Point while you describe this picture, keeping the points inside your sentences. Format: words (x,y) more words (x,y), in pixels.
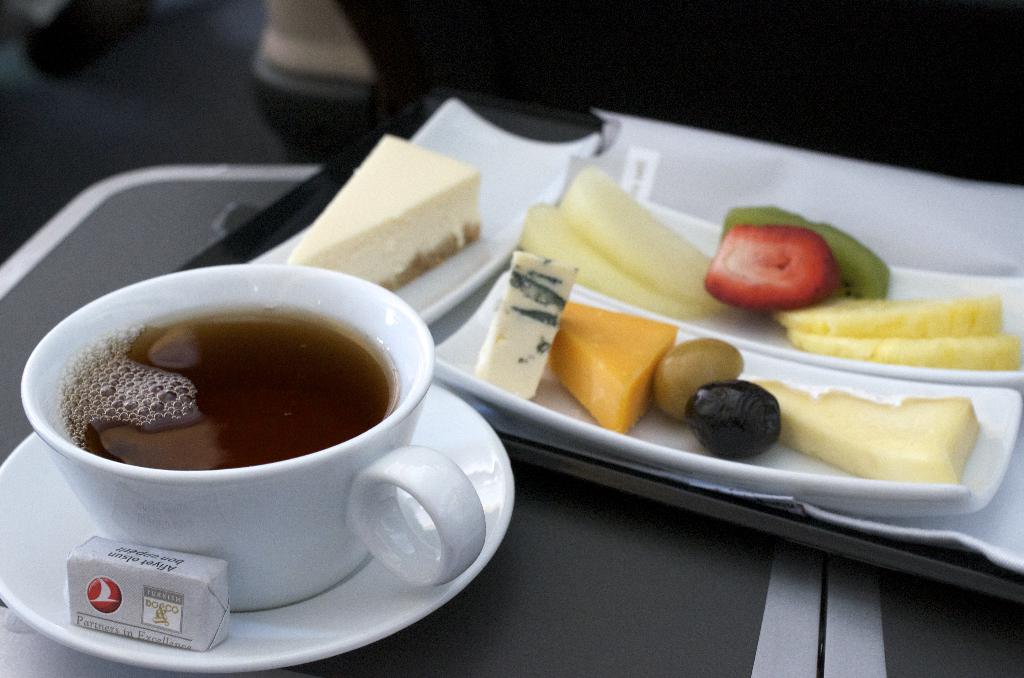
On this table (759,610) we can see a coffee cup (312,387), food packet (135,589), saucer (22,451), plates (479,381) and food (592,214). Background (544,23) it is blur.
